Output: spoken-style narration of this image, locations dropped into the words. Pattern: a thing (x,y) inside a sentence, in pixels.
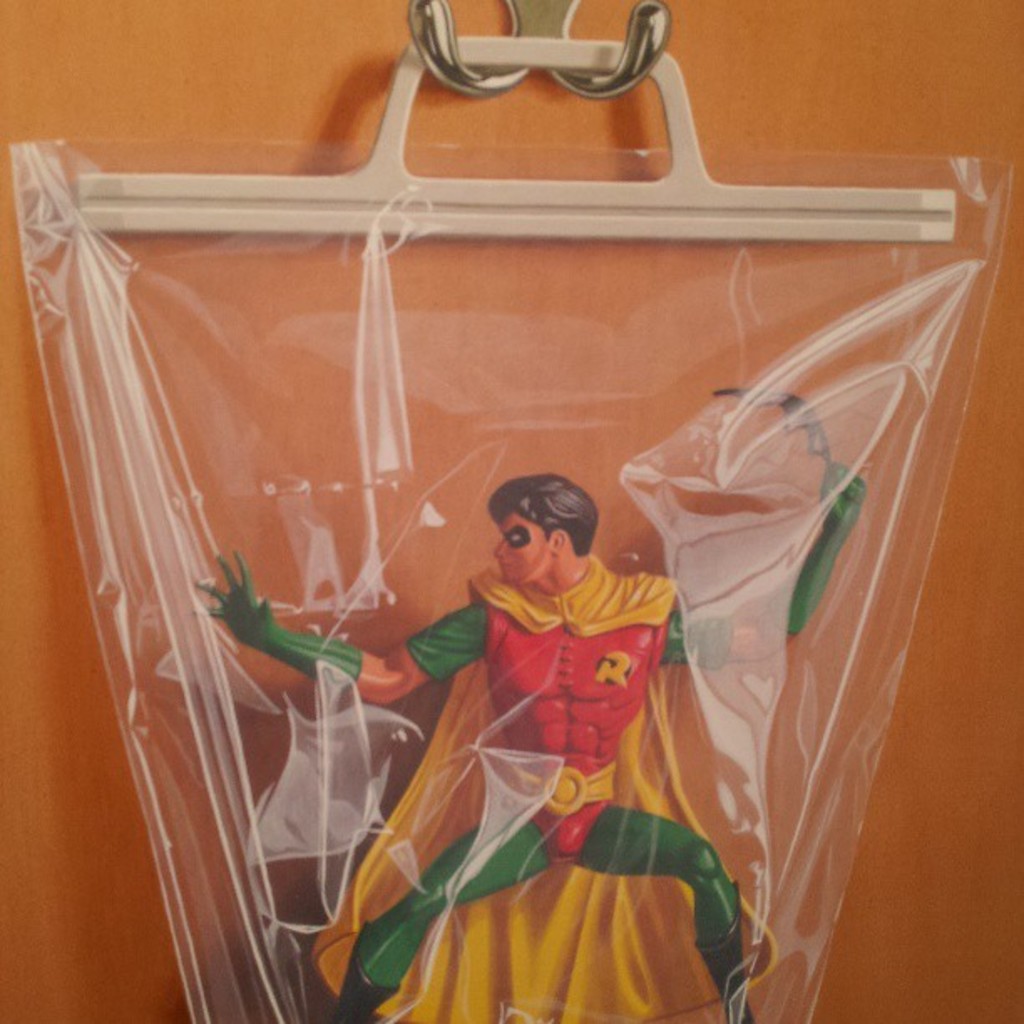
In this image there is a wall (700,15) to that wall (211,81) there is a toy (734,948) hanged.
